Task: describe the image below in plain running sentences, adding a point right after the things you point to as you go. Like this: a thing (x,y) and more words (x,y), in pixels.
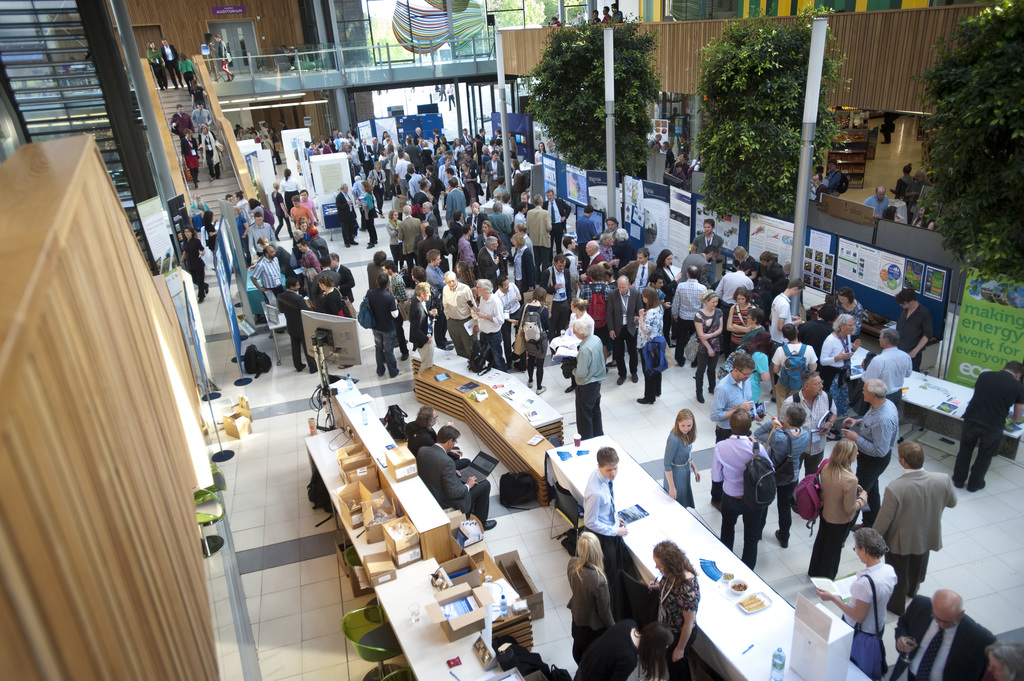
In this picture we can see crowd (817,464) standing on the floor (495,478). Here we can see trees (734,182). building (280,99) and few persons (477,495) sitting on chairs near to the table (551,464) and on the table (764,642) we can see bottles (775,671), pen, laptop (488,466). We can see persons (191,119) here on the stairs (215,180).
